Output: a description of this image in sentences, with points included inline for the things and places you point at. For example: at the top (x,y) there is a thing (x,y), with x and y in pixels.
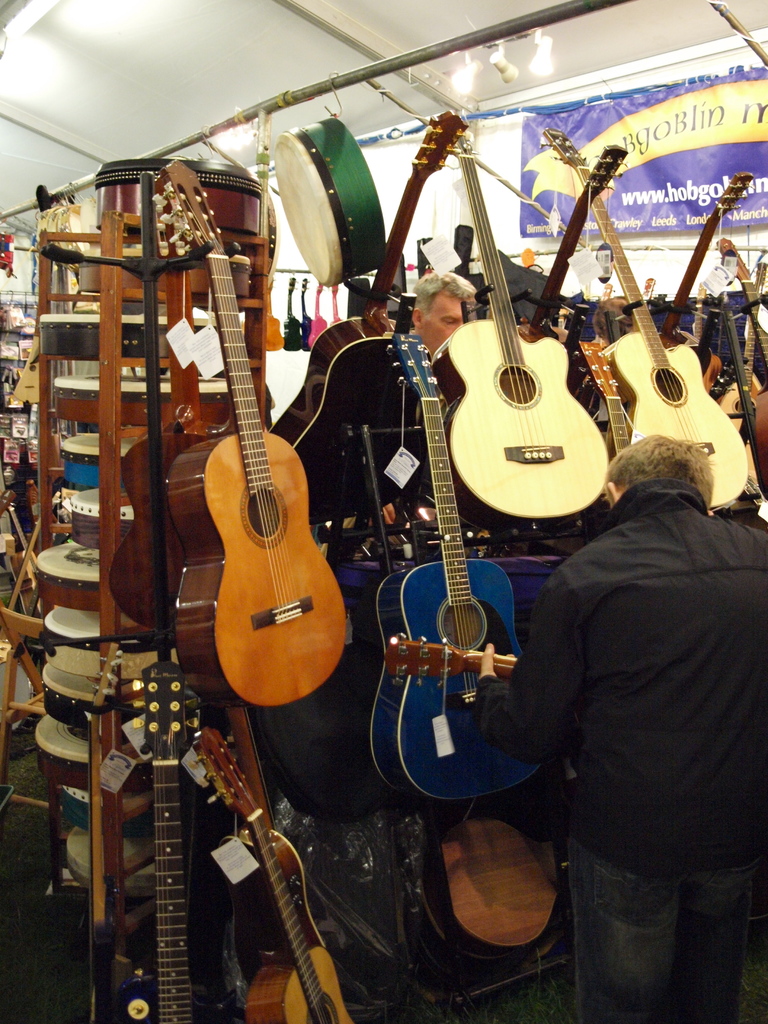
I can see a group of guitars (455,569) and a man (680,688) standing on the floor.
